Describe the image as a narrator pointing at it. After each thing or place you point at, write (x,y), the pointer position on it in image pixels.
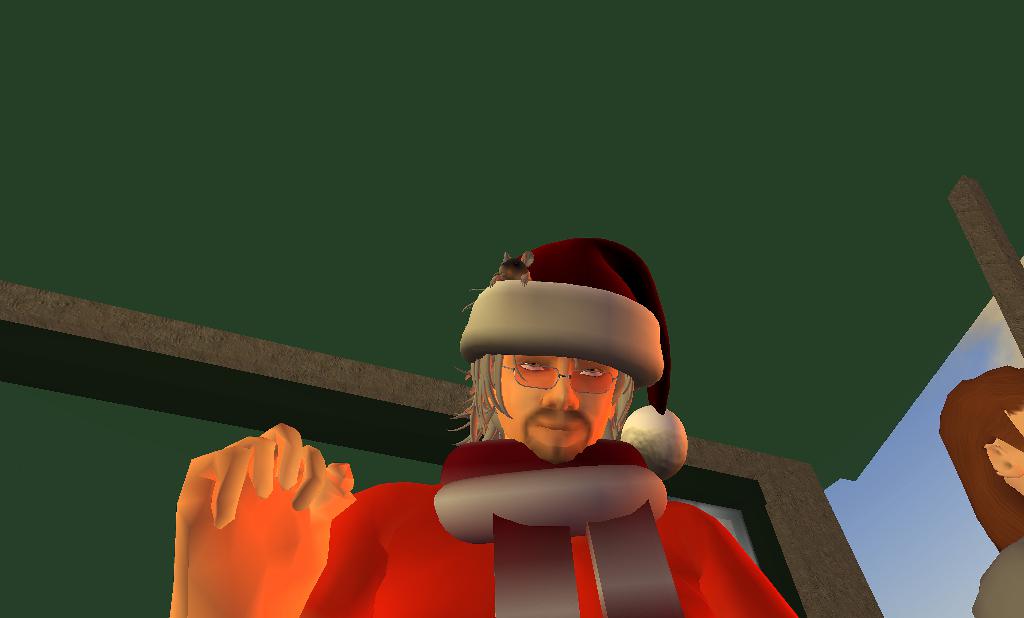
Animated picture of a person (513,414). Background (390,85) it is in green color. This person (537,428) wore a santa cap (548,286) with mouse (528,274).
